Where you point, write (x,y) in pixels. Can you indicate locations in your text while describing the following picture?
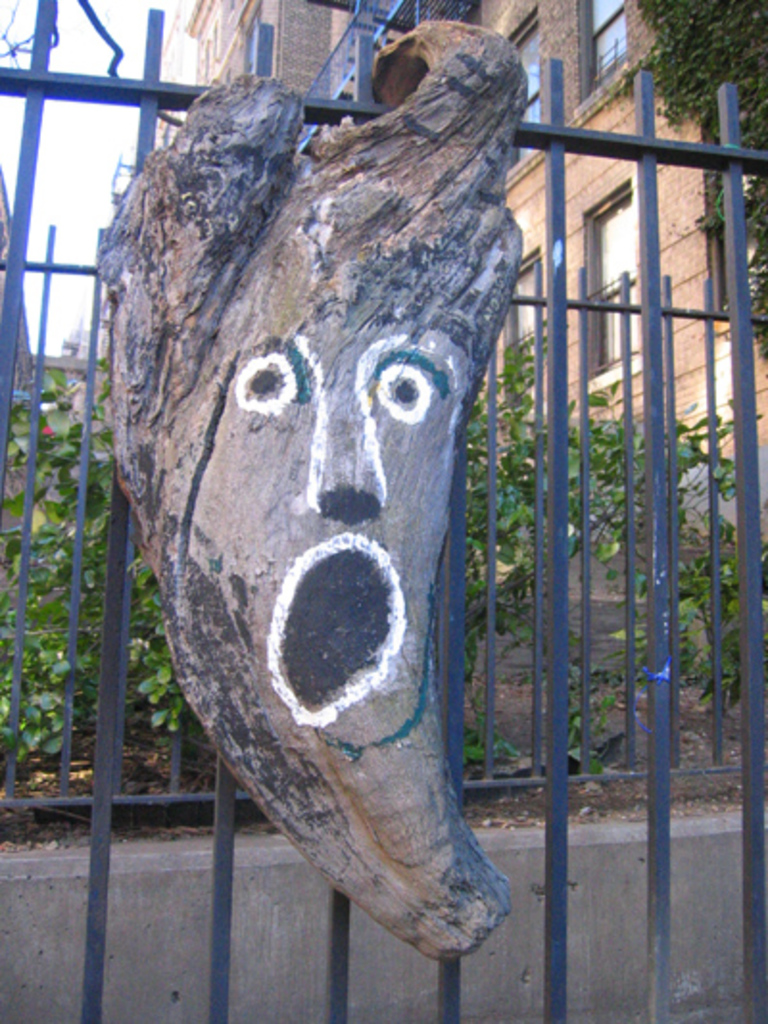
In this image there is a painting (340,430) on the wooden trunk (340,430) which is hanged to a metal fence (123,98). In the background of the image (538,10) there are buildings (316,75), plants (603,400), trees (724,21) and sky (97,150).
